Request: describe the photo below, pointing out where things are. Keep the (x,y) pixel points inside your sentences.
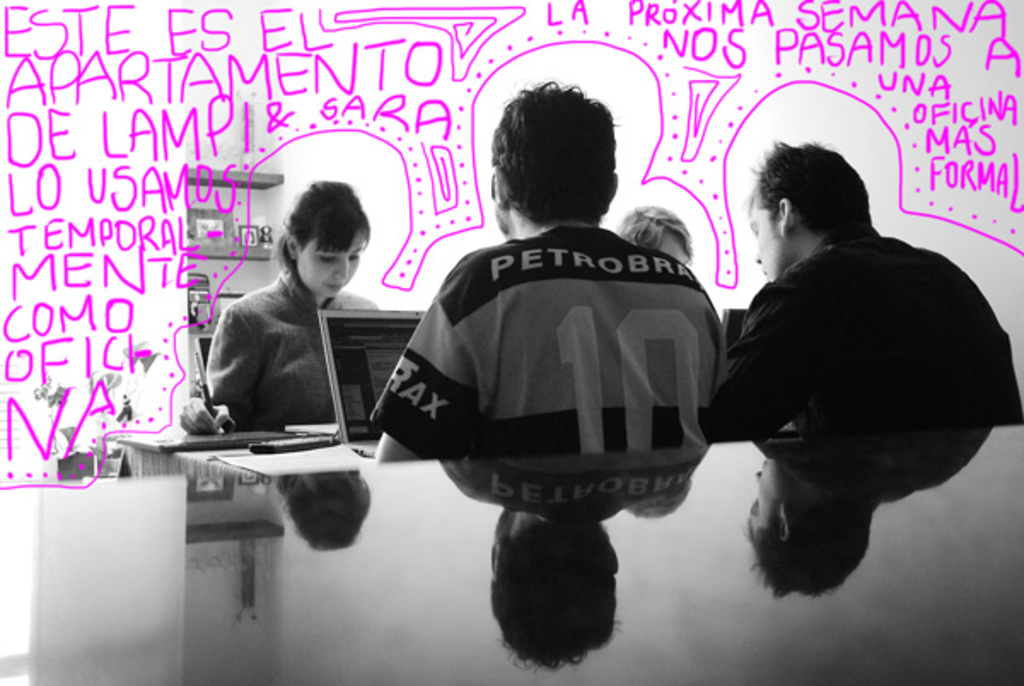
There are four persons (527,360) sitting on the chairs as we can see in the middle of this image (668,370). There some text (376,105) written at the top of this image, and there is a laptop (365,391) and some other objects (286,443) are kept on a table (190,457) is on the left side of this image (237,458).
